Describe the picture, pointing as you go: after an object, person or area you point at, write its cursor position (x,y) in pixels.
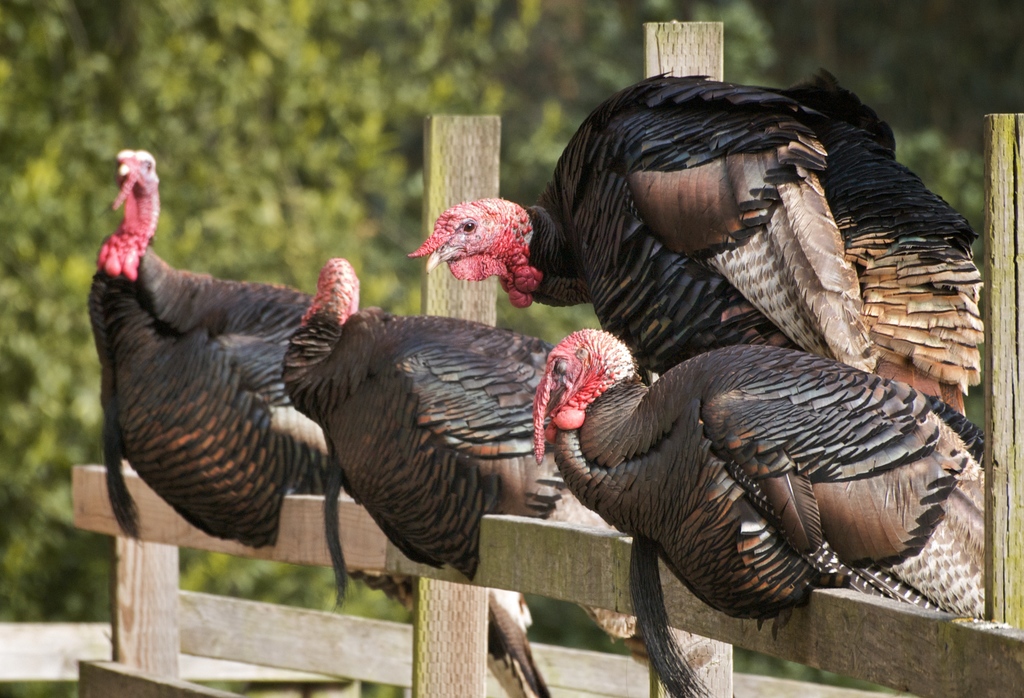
In this picture there are four turkey birds (453,368) which are in black color is sitting on a wooden fence (492,552) and there are trees (394,64) in the background (324,60).
